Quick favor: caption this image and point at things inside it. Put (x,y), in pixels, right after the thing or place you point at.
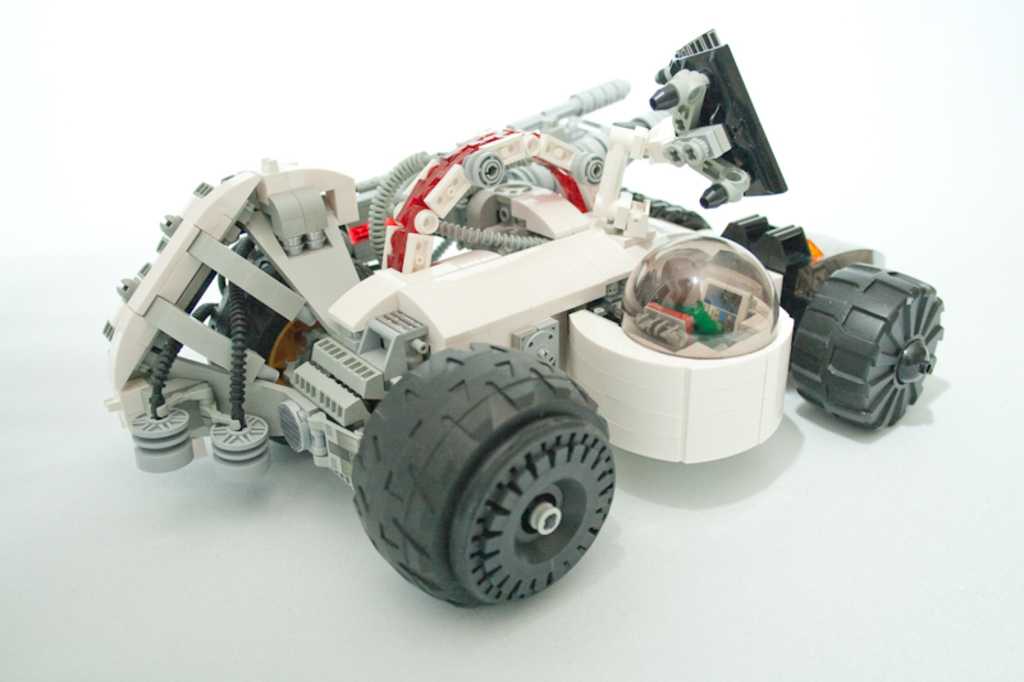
In this image, It looks like a toy car (486,228) with the wheels (899,299). I can see the wires (391,195) and few other objects (390,223), which are fixed to it. The background (211,70) looks white in color.
